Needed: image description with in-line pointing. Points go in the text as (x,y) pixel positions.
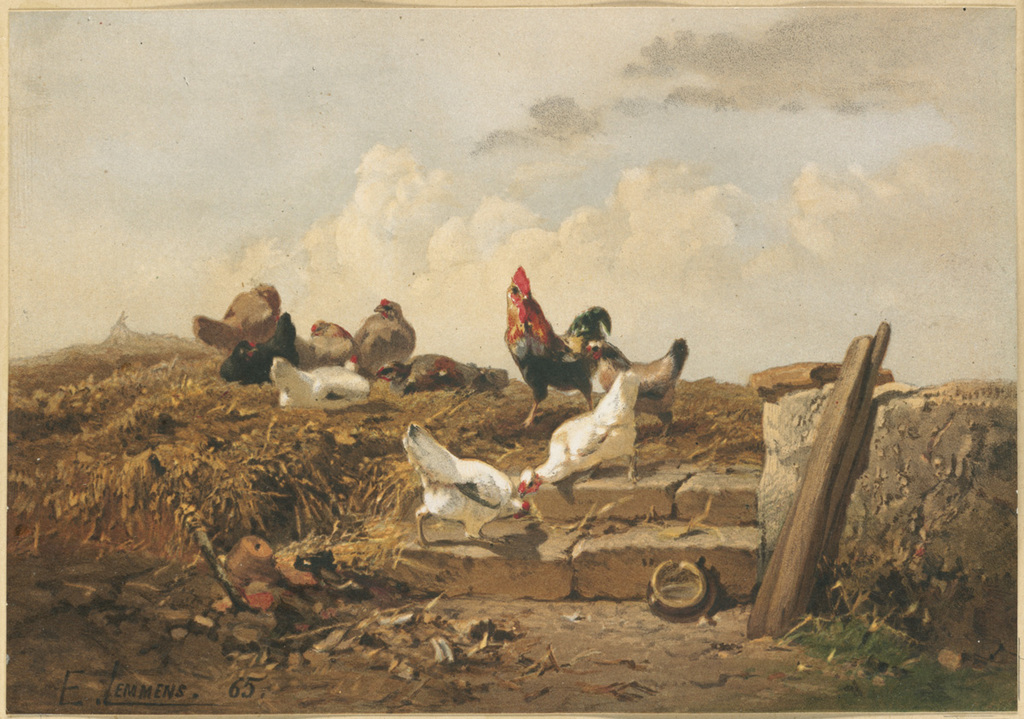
In this picture, we see a cock (582,338) and the hens (431,464) in white, black and brown color. On the left side (102,439), we see the grass (58,438), twigs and stones (287,556). In the middle (566,479), we see the stairs (631,534). Beside that, we see a wooden stick (820,515) and a wall (872,509). In the right bottom (880,673), we see the grass (862,634). At the top (333,129), we see the sky (384,166) and the clouds (542,235). This picture might be a photo frame.
